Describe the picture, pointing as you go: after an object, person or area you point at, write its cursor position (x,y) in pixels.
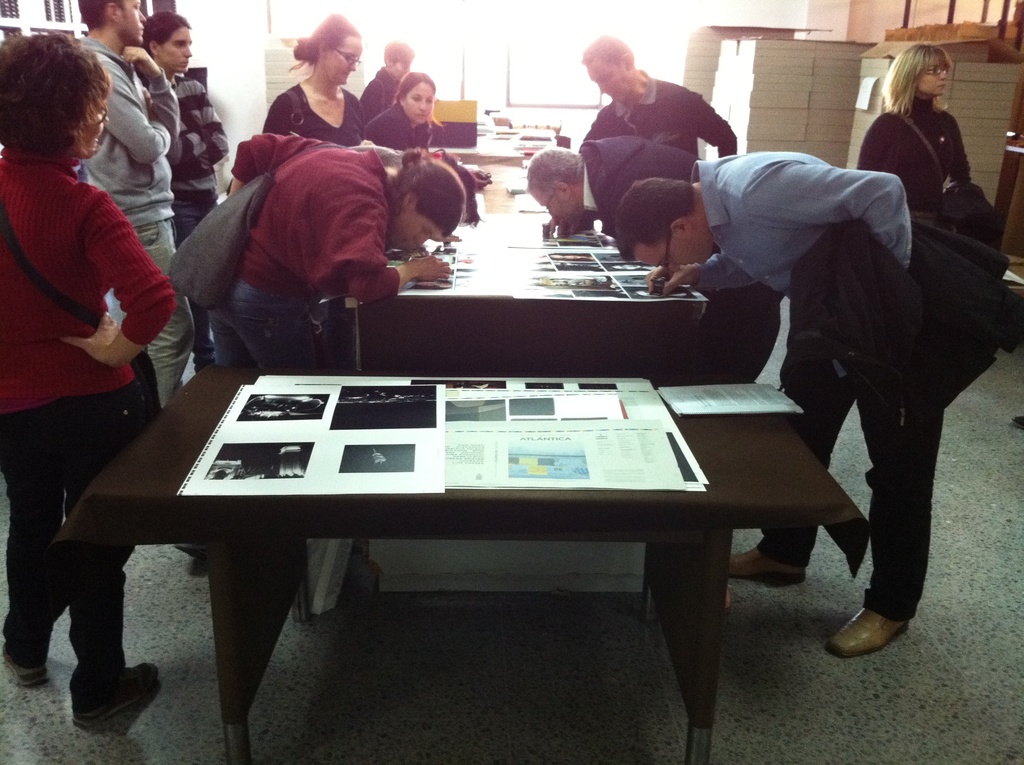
In this image I can see a group of people (730,258) are standing on the floor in front of a table (322,515) on which papers (520,407) and photos (379,415) are there. In the background (853,131) I can see a wall (672,47), boxes (765,46) and boards (755,32). This image is taken in a hall (525,101).
